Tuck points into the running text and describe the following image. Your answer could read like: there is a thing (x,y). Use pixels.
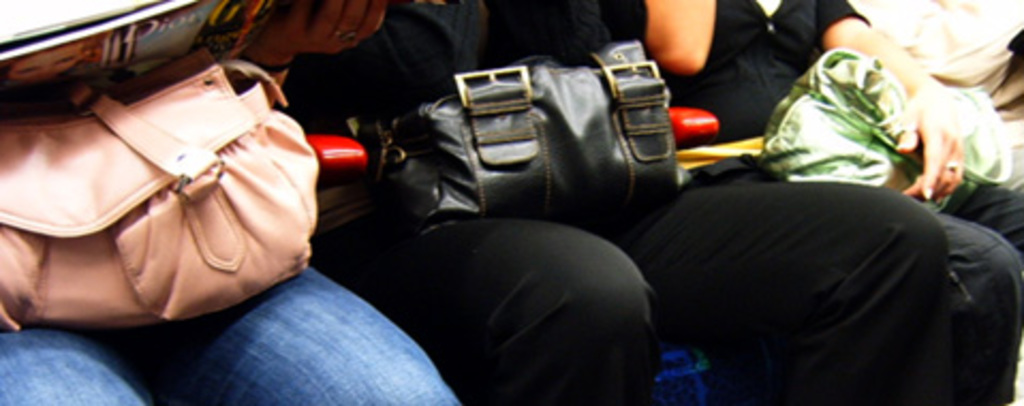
In this picture there are three persons (914,127) sitting on a chair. A peach color bag (219,154), black bag (447,203) and a green bag (800,154) is seen in the image.
